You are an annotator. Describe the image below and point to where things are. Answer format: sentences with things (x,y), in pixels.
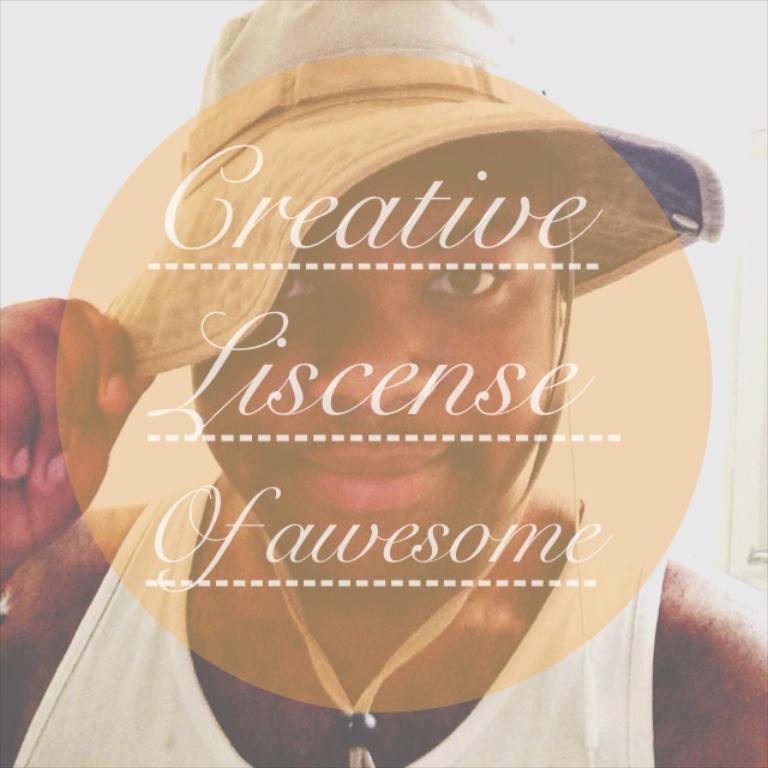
In this picture I can see a lady (355,341) wearing cap (359,137), on which we can see some text (343,376).
